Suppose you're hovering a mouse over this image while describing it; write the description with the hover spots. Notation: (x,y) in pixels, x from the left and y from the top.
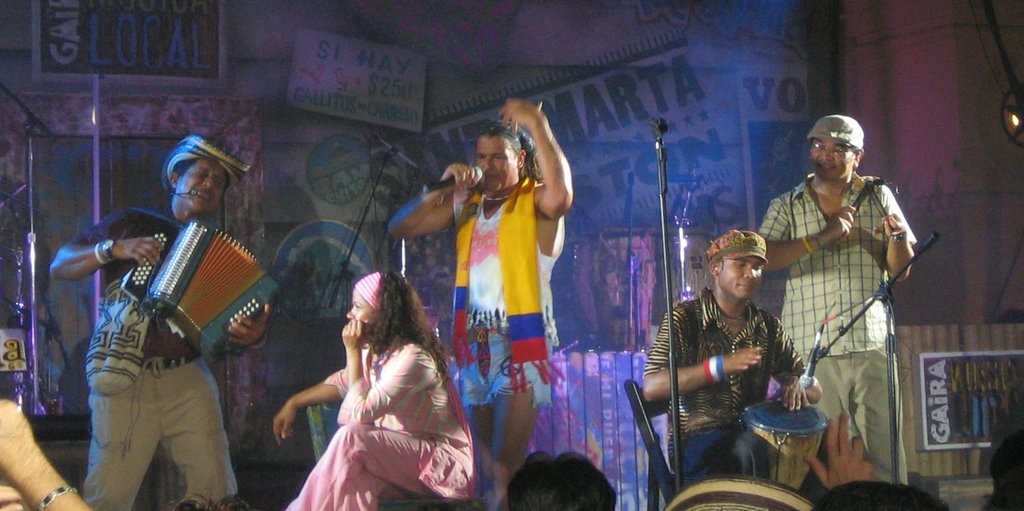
In this picture there are few people (415,409) standing and sitting. The man (142,397) to the left corner (167,423) is playing an accordion (185,312). The woman (367,436) beside him is sitting. The man (500,273) in the center (491,276) is wearing a yellow scarf (504,258) and holding a microphone (451,181) and he is singing. The man (889,265) to the right corner (872,263) is playing a musical instrument (856,208). The man (728,377) beside is playing drums (773,405). In the image there are microphones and microphone stands (34,253). In the background (622,294) there is wall (918,68) and on wall (251,36) there are many boards (291,89) are hanging.
